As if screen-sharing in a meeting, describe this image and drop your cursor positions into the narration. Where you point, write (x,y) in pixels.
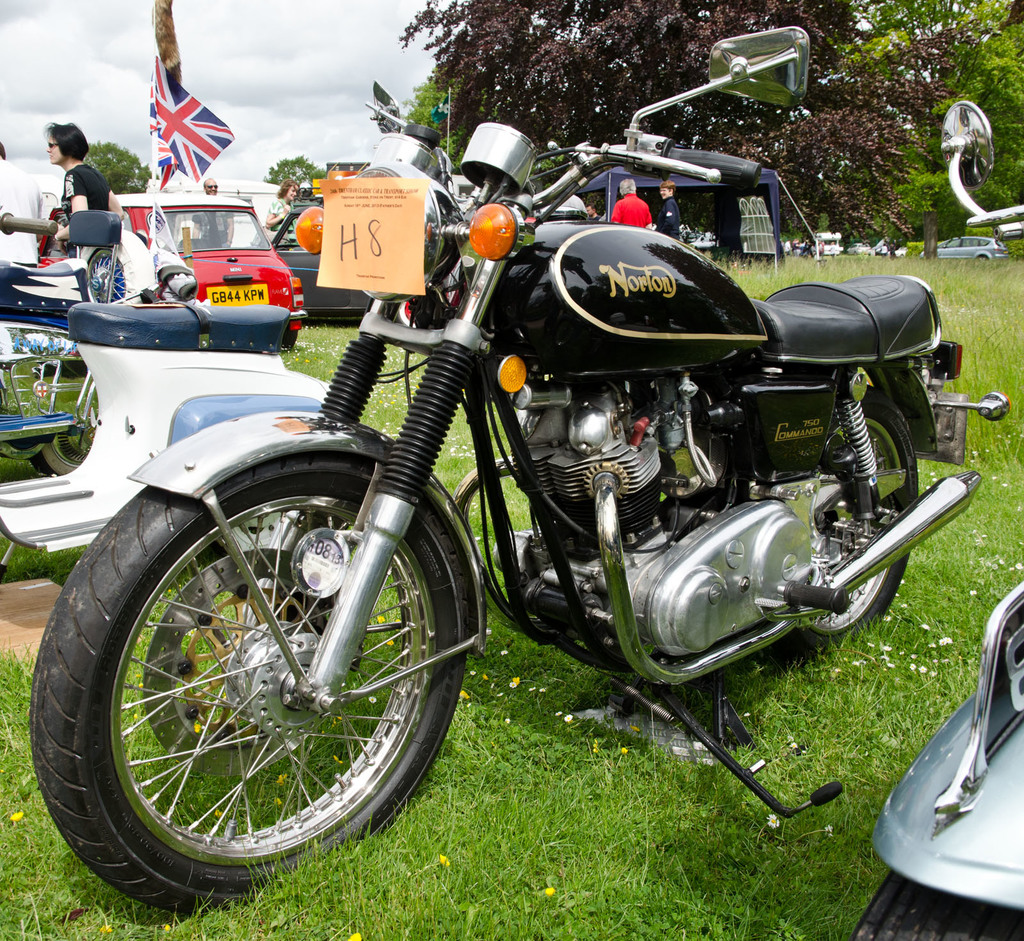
In the image we can see there are bikes (427,209) and cars (238,239) are parked on the ground (585,719) and the ground (793,700) is covered with grass (958,579). Behind there are trees (561,140) and there is a person (80,189) standing and there is a flag (185,139).
